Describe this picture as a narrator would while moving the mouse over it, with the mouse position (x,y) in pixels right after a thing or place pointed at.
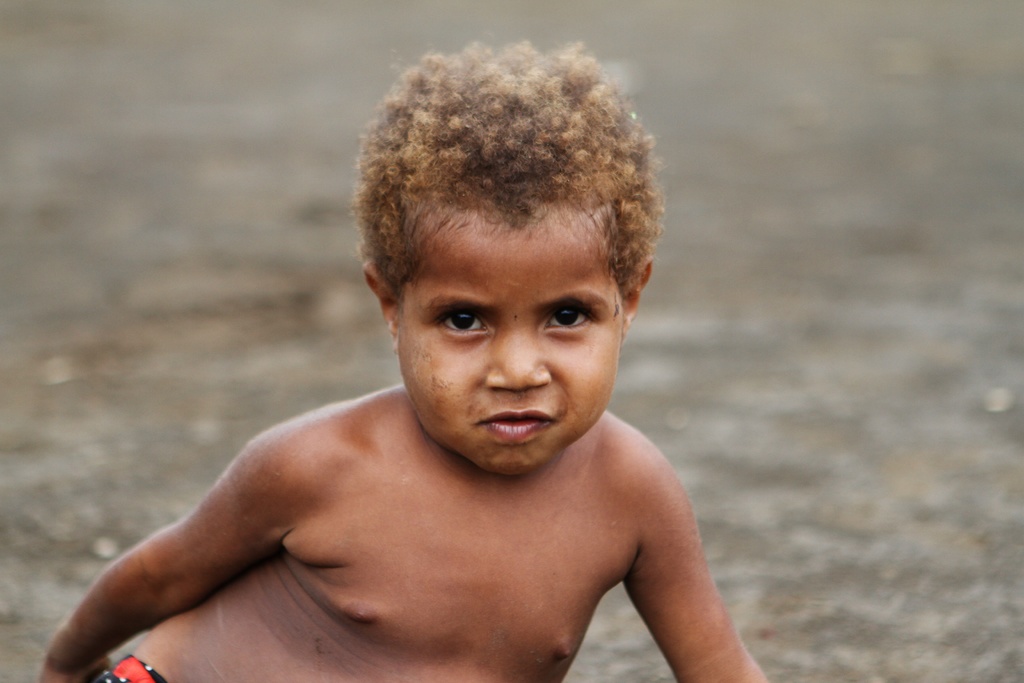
In this image, in the middle (467,435), we can see a kid (488,516). In the background (844,82), we can see the ground (469,16).
